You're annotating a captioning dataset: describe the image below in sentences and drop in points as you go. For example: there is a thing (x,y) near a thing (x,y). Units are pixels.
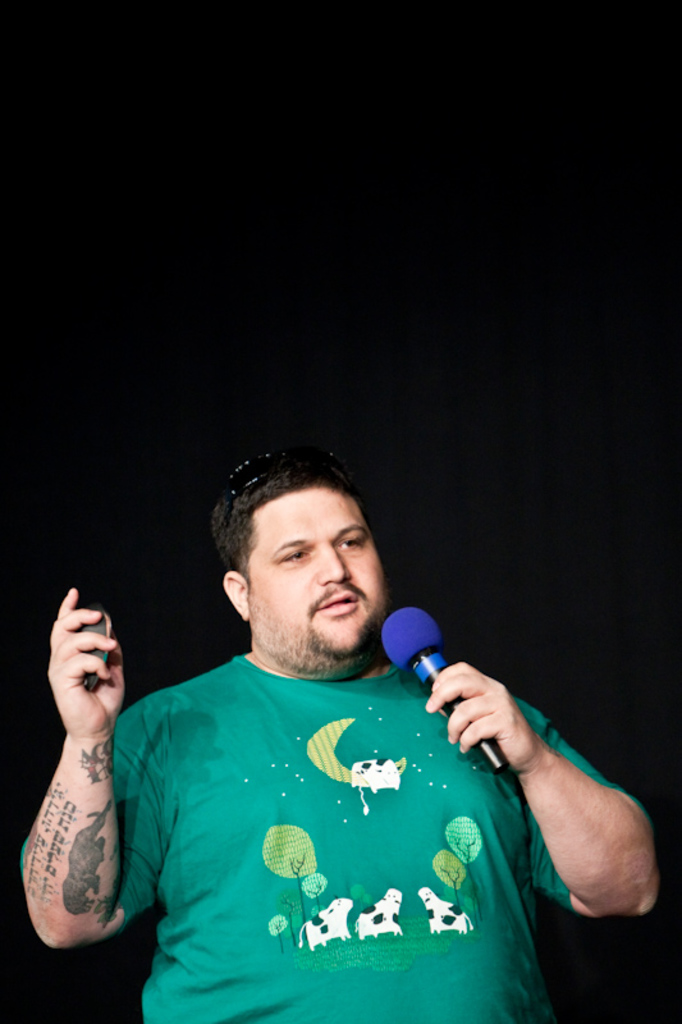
In this image, man (312,830) in green t-shirt (306,817). He hold microphone (408,645) on his hand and some item (101,633). He is talking, he wear a tattoo (79,869) on his hand (71,835).
